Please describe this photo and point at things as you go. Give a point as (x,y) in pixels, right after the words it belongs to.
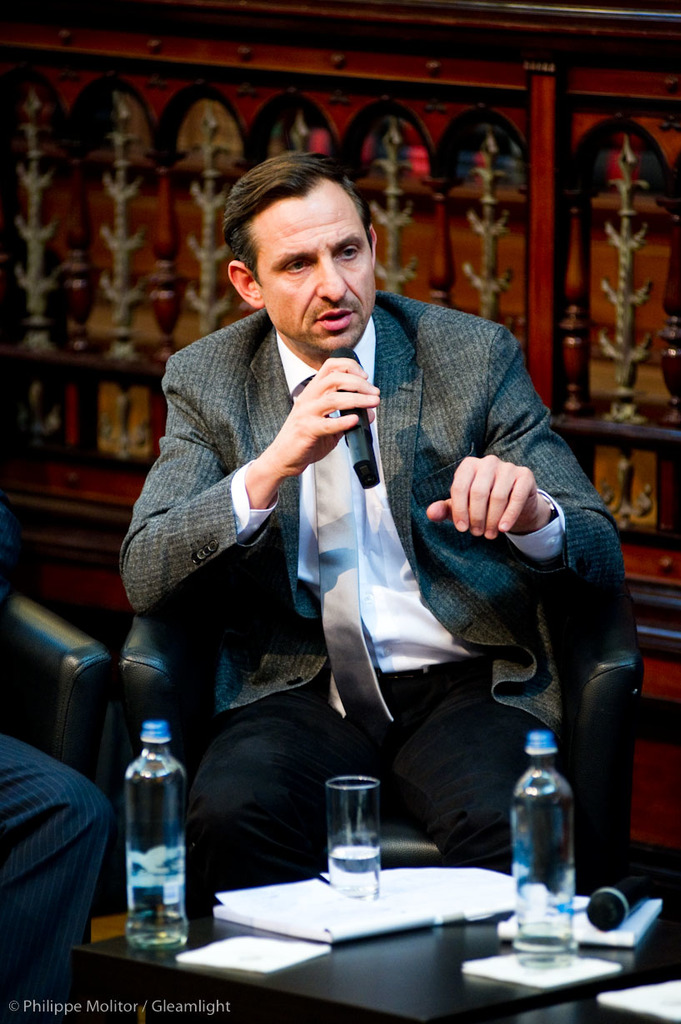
in this picture we can see a man (335,326) sitting in a chair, and holding a microphone (370,450) in his hand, and in front (394,900) table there are water bottles (154,888), glass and book (463,885) on it.
